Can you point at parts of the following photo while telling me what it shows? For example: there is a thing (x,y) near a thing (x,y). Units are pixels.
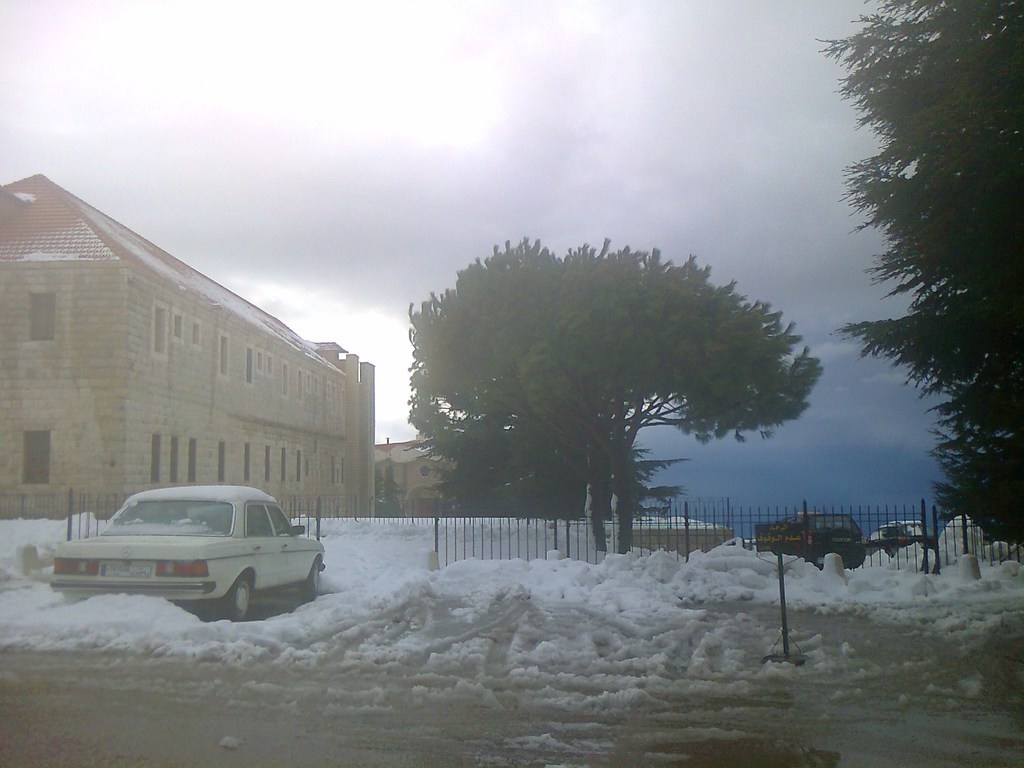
In this image, we can see buildings (253,329), trees (507,418), vehicles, railings (445,559) and we can see poles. At the top (312,122), there is sky (577,172) and at the bottom (525,596), there is snow (599,596) and sand (264,688).
